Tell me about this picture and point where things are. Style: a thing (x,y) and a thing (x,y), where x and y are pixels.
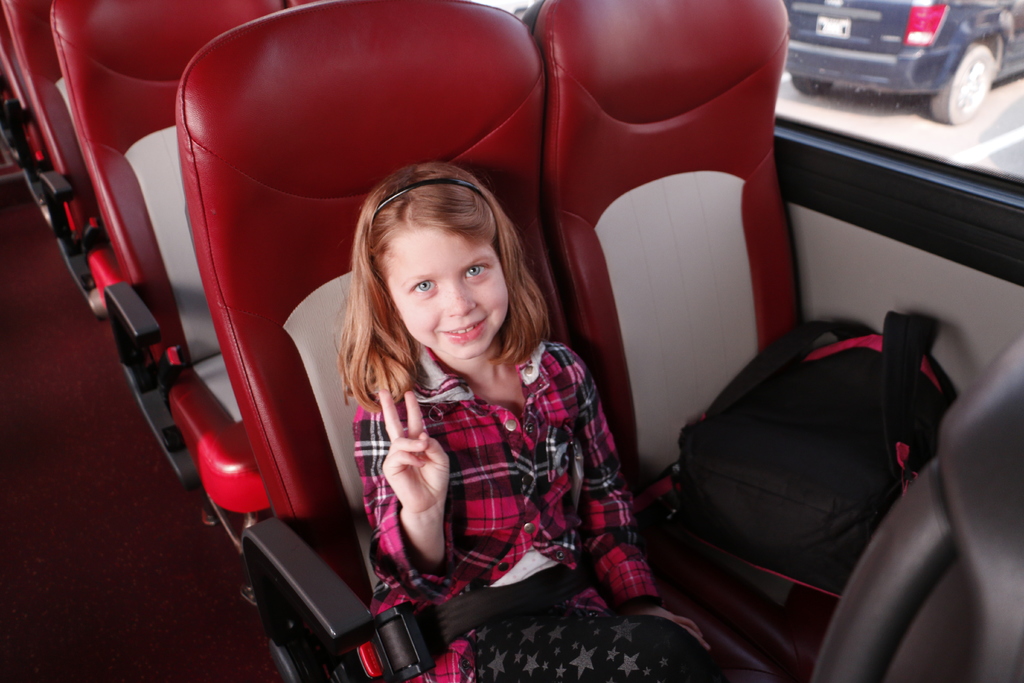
In this image, we can see a girl (536,547) is sitting on a seat (337,555). She is watching and smiling. She wore a seatbelt (426,654). Here we can see backpack (830,476), some objects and seats (543,131). On the right side (948,135) top corner, there is a glass window (910,119). Through the glass (929,99) we can see vehicles (942,61) and road (990,132). On the right side (988,583) bottom, we can see black color object (948,605). Left side (59,385) bottom of the image (159,579), we can see the walkway (80,492).
